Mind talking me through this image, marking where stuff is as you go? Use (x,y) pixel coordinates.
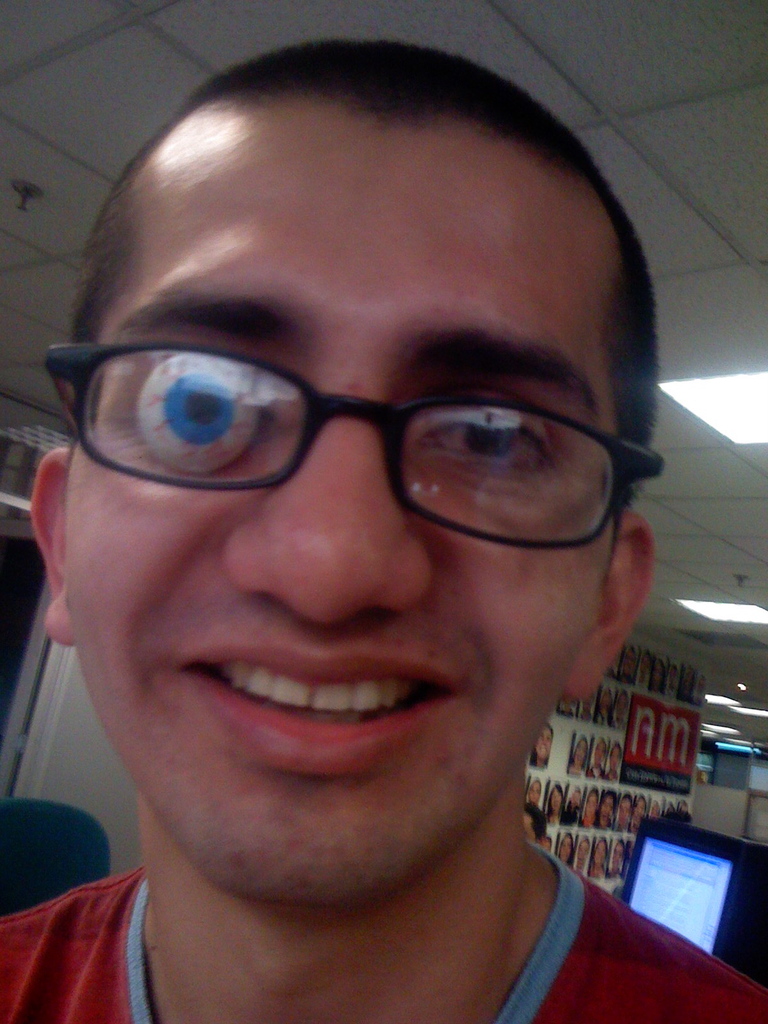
In this image we can see a man (508,961) and there is a eye ball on his left eye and he wore spectacles (231,462) to his eyes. In the background (100,861) we can see monitor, chairs (106,868), pictures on a board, lights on the ceiling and other objects (760,810).
